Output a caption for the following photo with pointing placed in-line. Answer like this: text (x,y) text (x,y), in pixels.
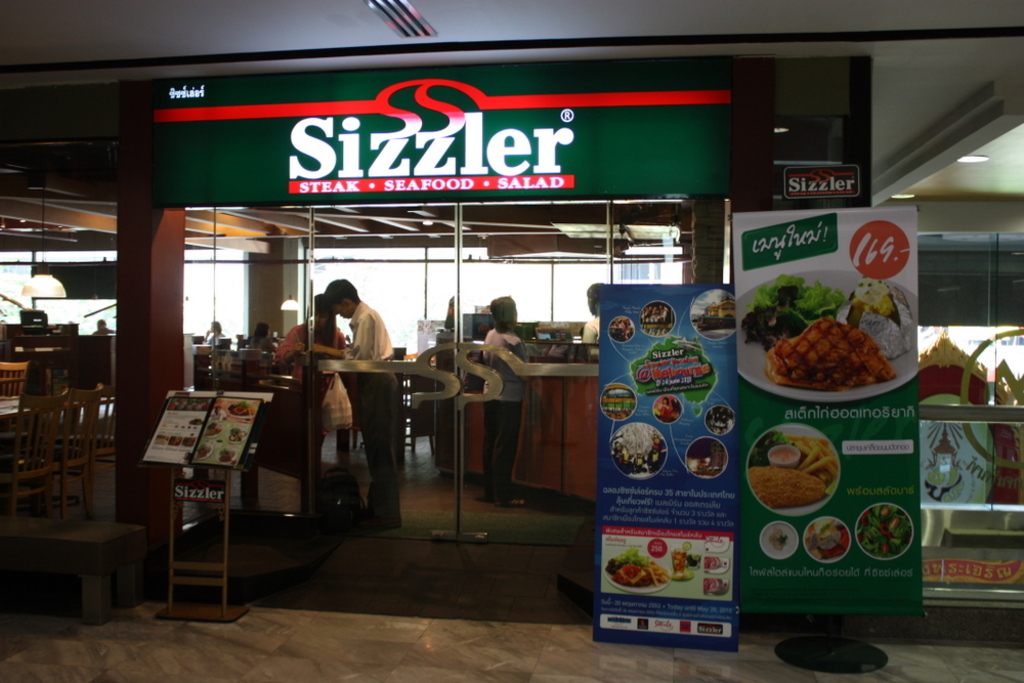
In this image in the front (736,494) there are boards (774,441) with some text (872,448) written on it. In the background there are persons (359,379) standing and there are empty chairs (64,399) and tables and there are glasses (219,313) and there are lights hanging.
